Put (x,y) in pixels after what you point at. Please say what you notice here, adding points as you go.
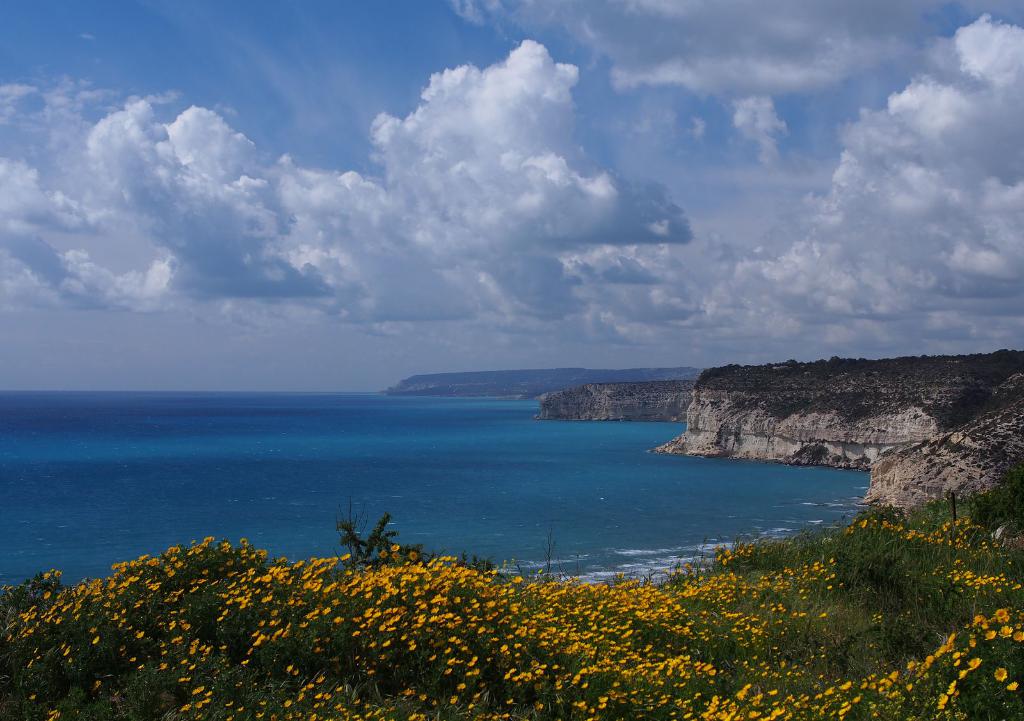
In this image there are flower plants (497,617), hills (850,423), water (216,422) and cloudy sky (616,138).
